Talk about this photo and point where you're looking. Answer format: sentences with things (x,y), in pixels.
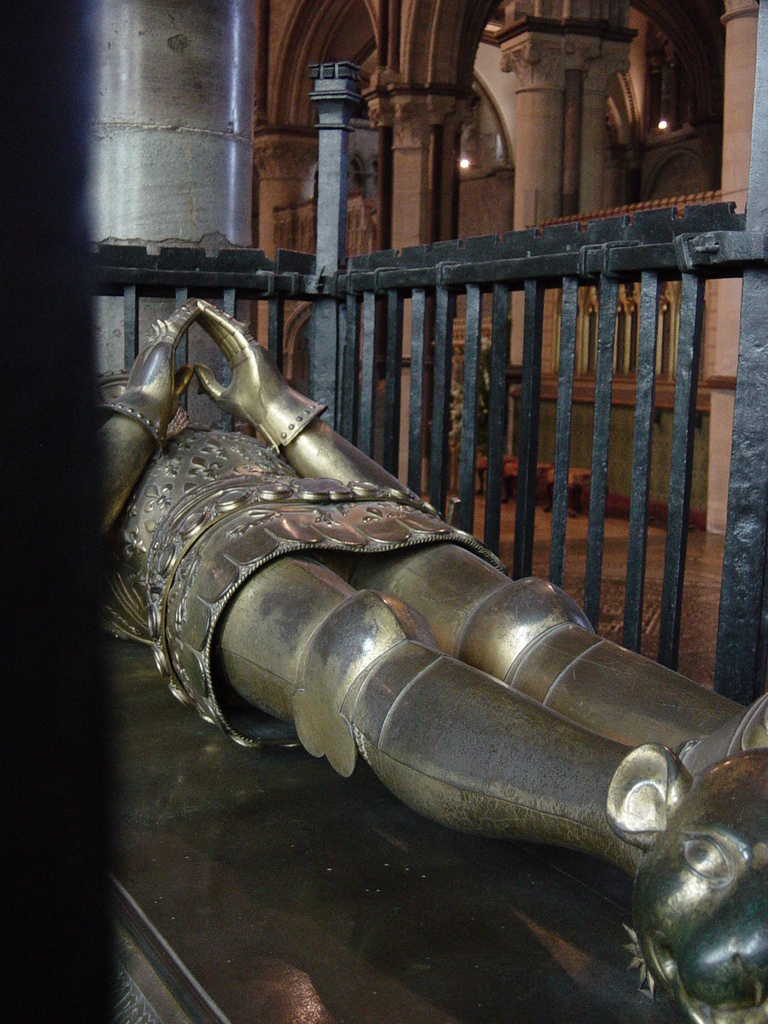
There is a statue (347,614) in the middle of this image (381,619), and there is a fence (598,364) and pillars (436,199) are present in the background (333,309).
